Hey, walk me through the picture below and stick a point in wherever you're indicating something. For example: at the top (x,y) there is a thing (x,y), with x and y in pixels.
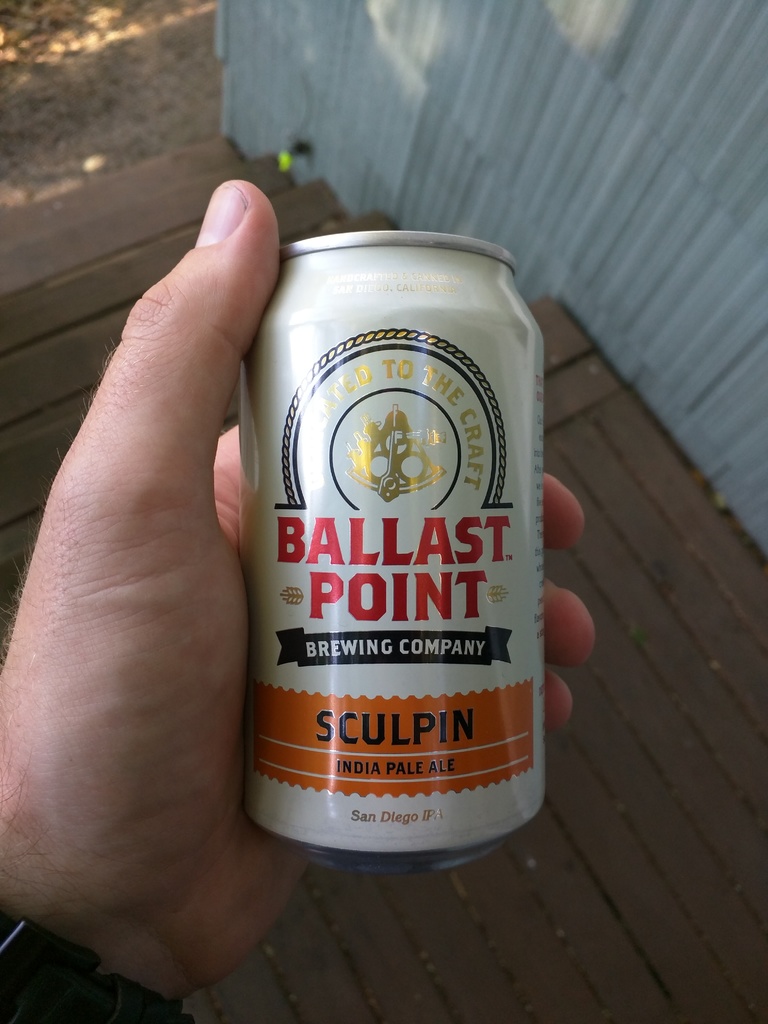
In this image we can see a person's hand (244,632) with a tin (259,527) and there is some text (314,435) on it and we can see the wooden floor (491,962) and the wall (686,235).
